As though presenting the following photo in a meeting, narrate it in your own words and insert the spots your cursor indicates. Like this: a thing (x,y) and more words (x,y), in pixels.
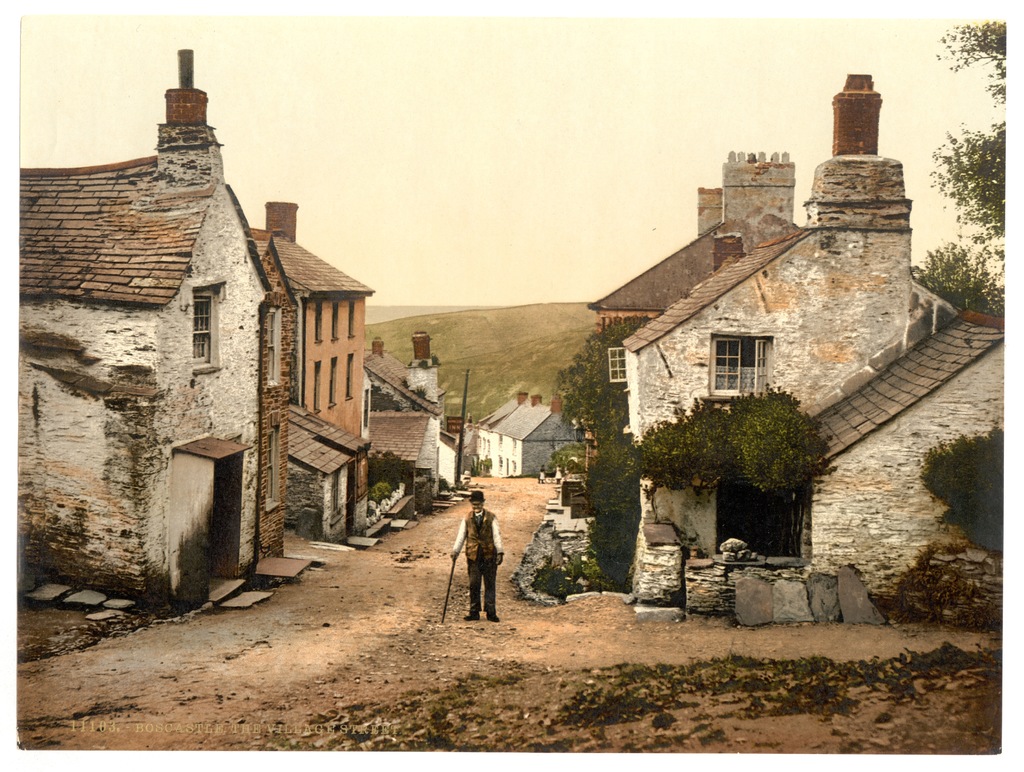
There is a man (498,562) standing and holding stick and wore hat (476,503). We can see houses (440,475) and trees (682,415). On the background (514,334) we can see hill (514,317) and sky (520,287).
